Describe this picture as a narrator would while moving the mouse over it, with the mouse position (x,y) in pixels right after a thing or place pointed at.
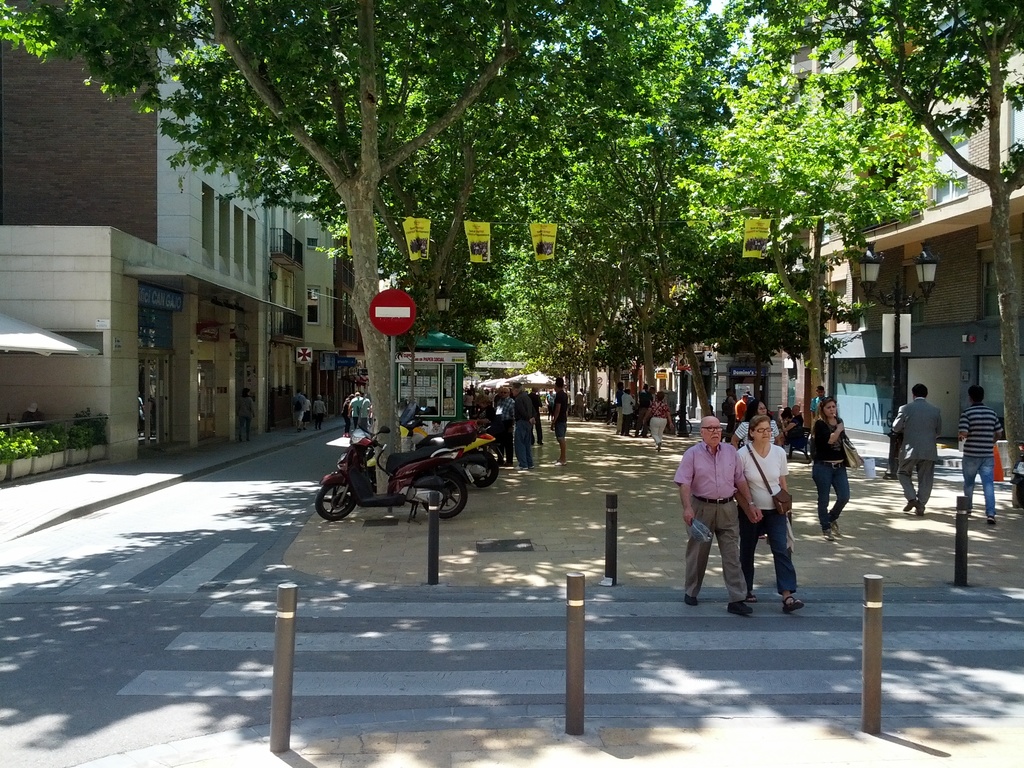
In this image, we can see people (665,404) wearing clothes (993,425). There are some trees (404,276) in between buildings (89,285). There are scooters (403,441) in the middle of the image (368,499). There are poles (277,673) at the bottom of the image (283,591).
